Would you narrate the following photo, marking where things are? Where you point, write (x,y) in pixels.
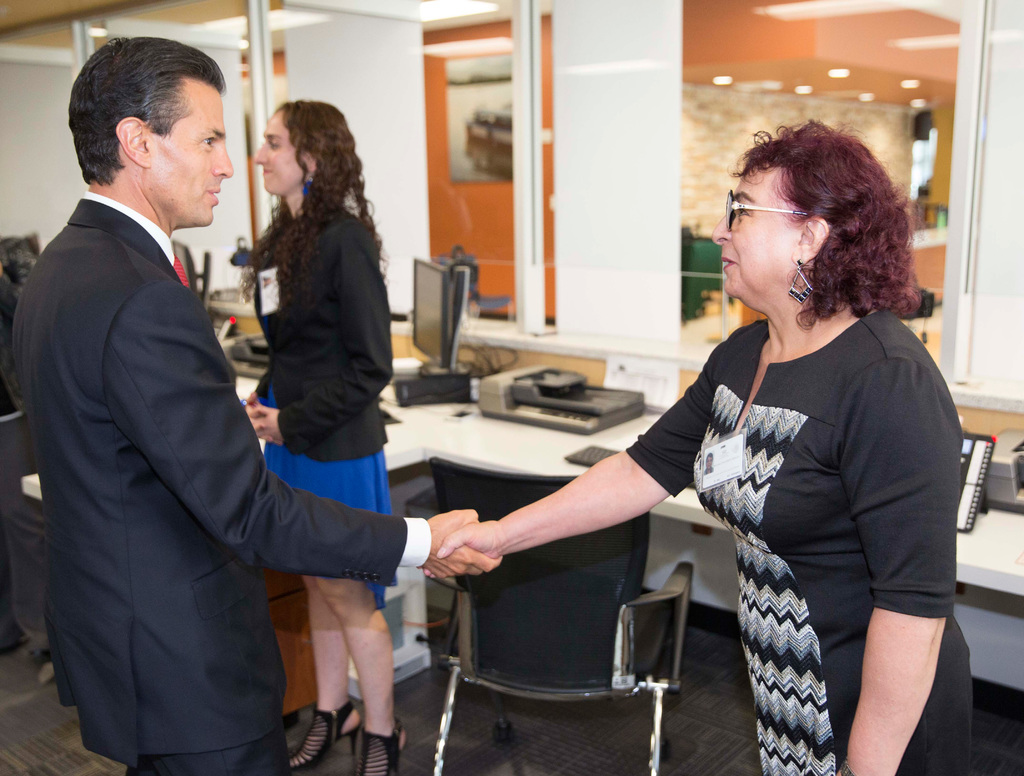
In this picture we can see a man (122,382) and two women (275,193), beside them we can see a chair (470,601), a monitor (443,301), machines (605,391) and other things (429,389) on the table (490,446), in the background (839,76) we can see few lights (753,86).
